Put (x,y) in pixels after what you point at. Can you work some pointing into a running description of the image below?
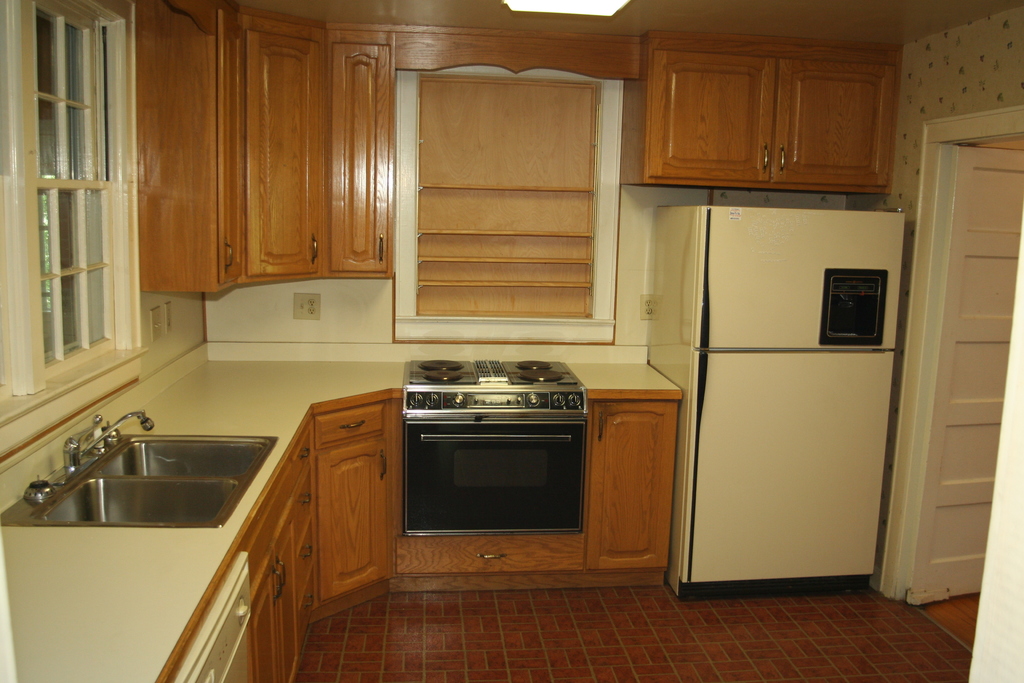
This image is taken in the kitchen (289,422). On the left side of the image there are windows (85,175), below the window (49,395) there is a sink (203,484) on the platform (395,388) and there is a stove (535,382), below the stove (484,420) there is an oven (432,483) and some cupboards (475,576), above the stove (415,370) there are cupboards (790,124) and there is a refrigerator (761,513), beside the refrigerator (768,530) there is an open door (938,579).
